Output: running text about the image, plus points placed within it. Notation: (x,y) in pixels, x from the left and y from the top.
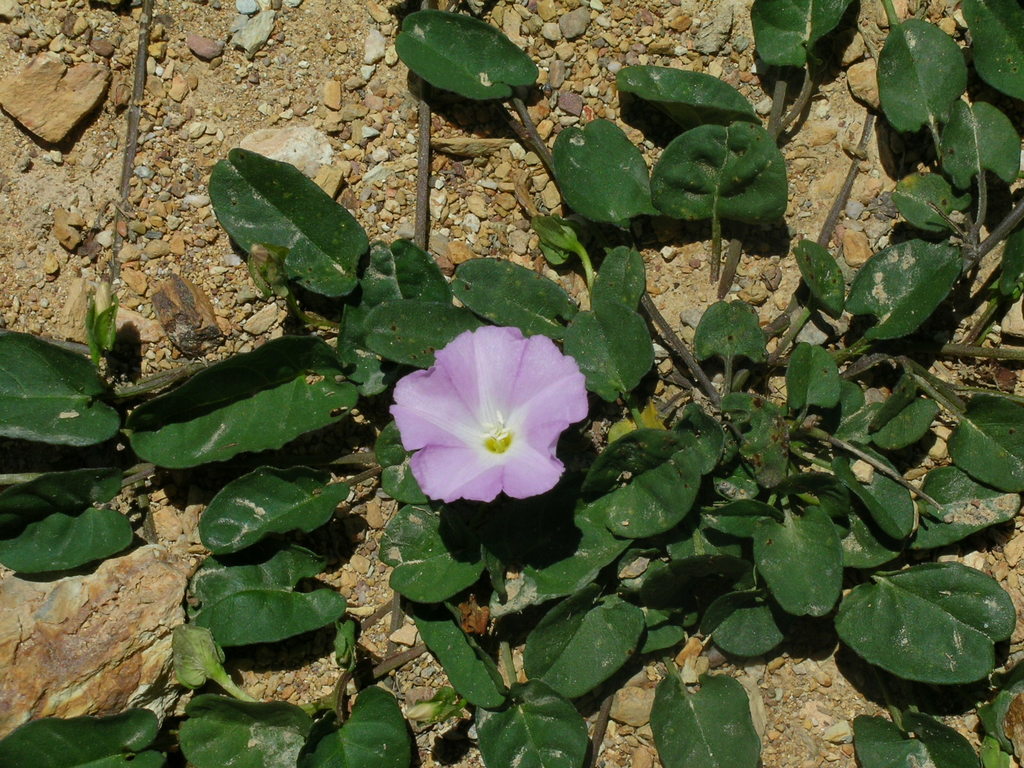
In this image, we can see a flower (471,381), plant (861,412), ground (857,268) and stones (43,595).
